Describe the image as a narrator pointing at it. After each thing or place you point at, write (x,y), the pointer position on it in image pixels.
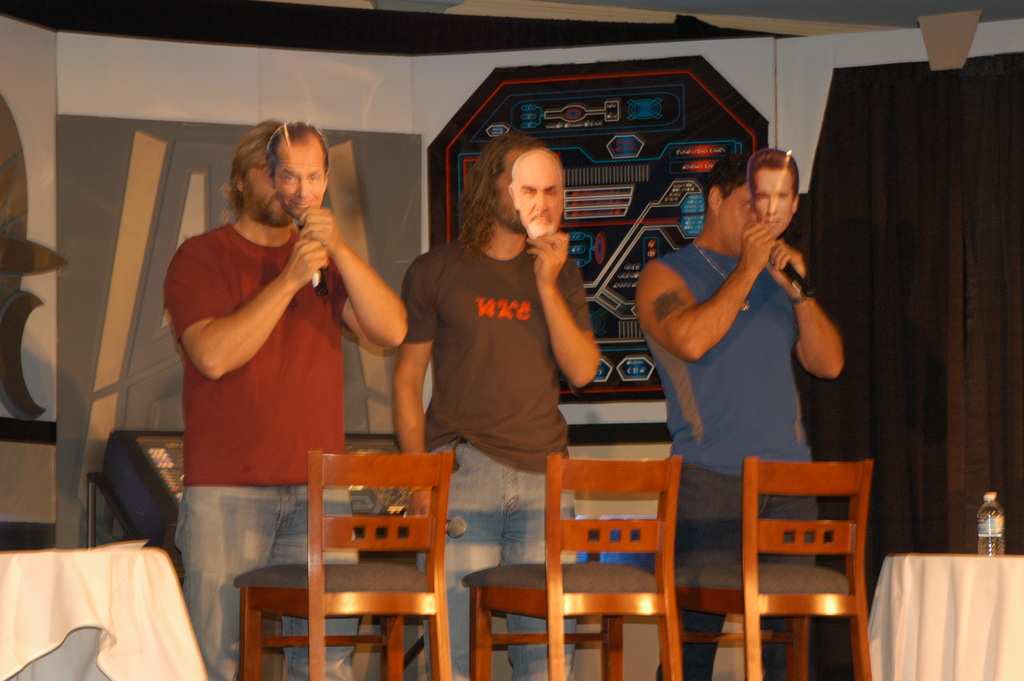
This image consists of three persons (492,323) who are standing. There are chairs (602,526) in the bottom (368,544) and behind them there is something. There is a curtain (938,404) on the right side (979,378). There are tables (946,604) on the right side (929,616) and left side (145,652) bottom. On the right side (983,545) there is a water bottle (995,540) placed on that table (972,555).
